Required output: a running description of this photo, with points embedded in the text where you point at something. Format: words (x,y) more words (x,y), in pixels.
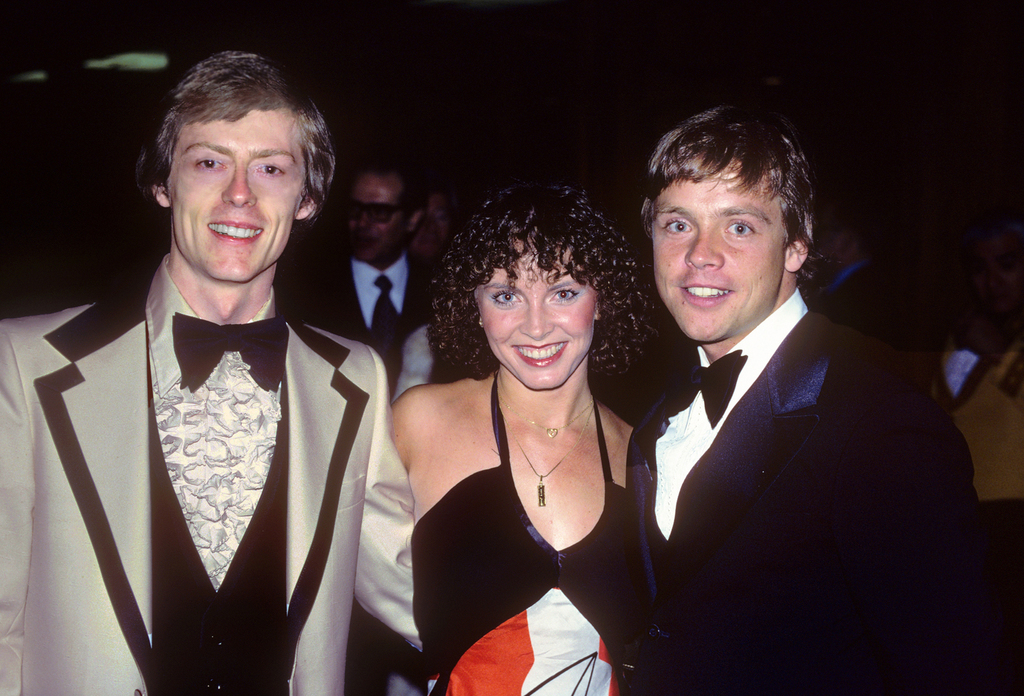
In this image, we can see three people (602,587) are standing. They are watching and smiling. Background (1018,365) we can see few people (955,359) and dark view.
